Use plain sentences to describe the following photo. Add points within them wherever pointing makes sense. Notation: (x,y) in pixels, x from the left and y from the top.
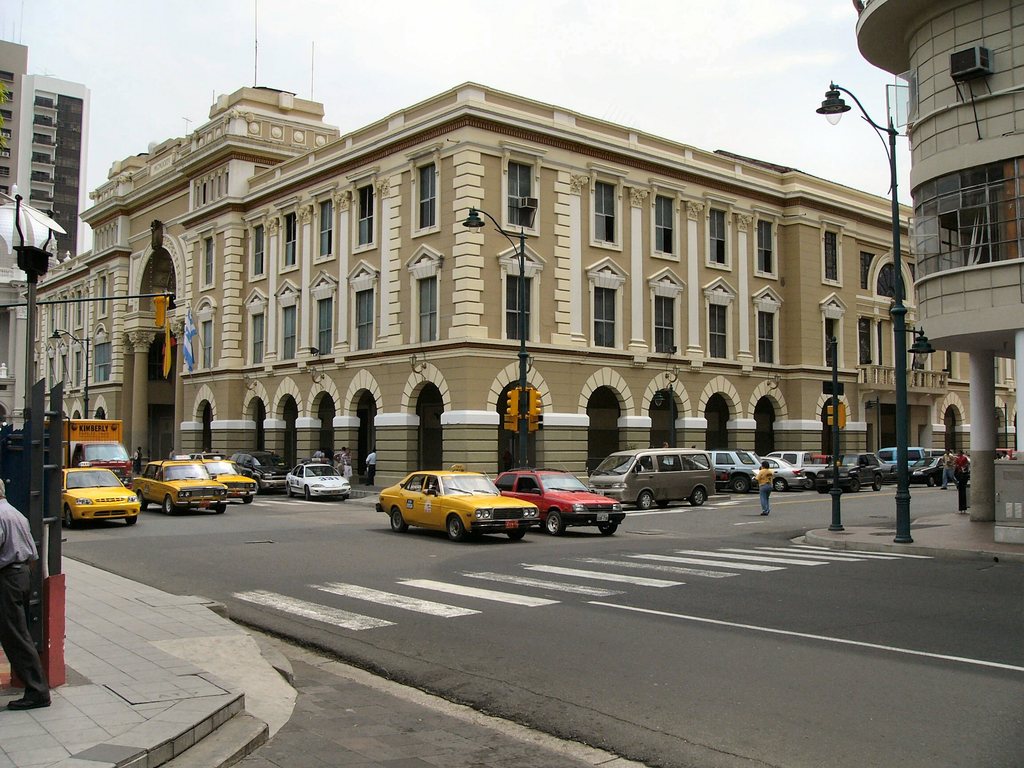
In this image, we can see some cars (680,493), buildings (72,150) and persons (22,579). There are street poles (923,353) beside the road (654,556). There is a sky (504,39) at the top of the image (457,44).
